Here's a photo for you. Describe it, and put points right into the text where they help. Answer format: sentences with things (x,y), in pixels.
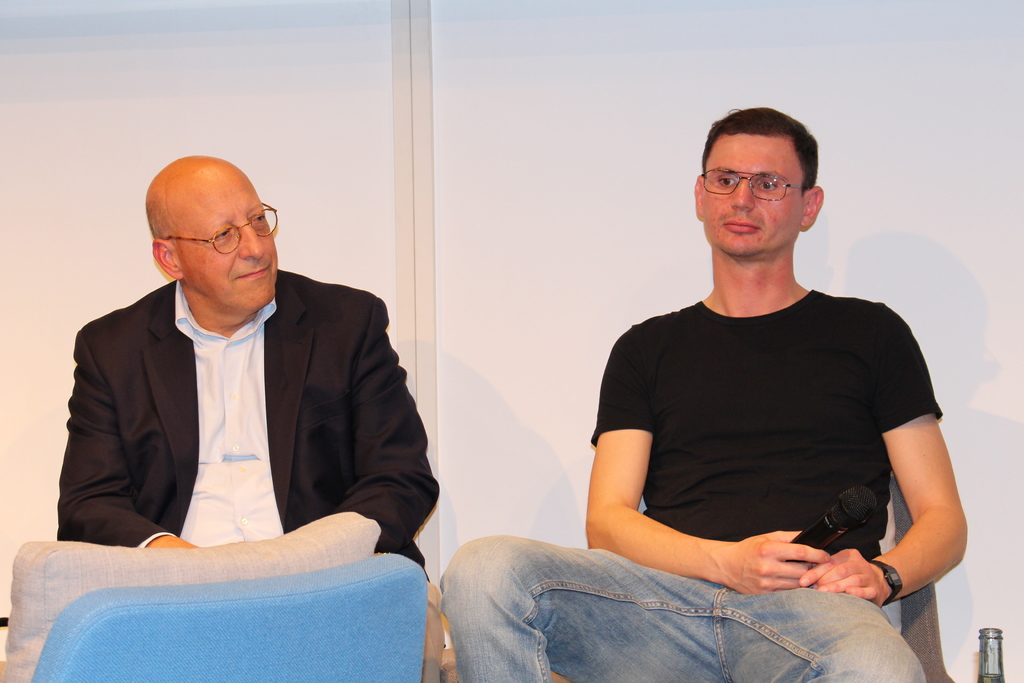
In this image we can see persons (937,479), microphone (861,502) and other objects (301,581). In the background of the image (473,247) it looks like a wall (47,262).
